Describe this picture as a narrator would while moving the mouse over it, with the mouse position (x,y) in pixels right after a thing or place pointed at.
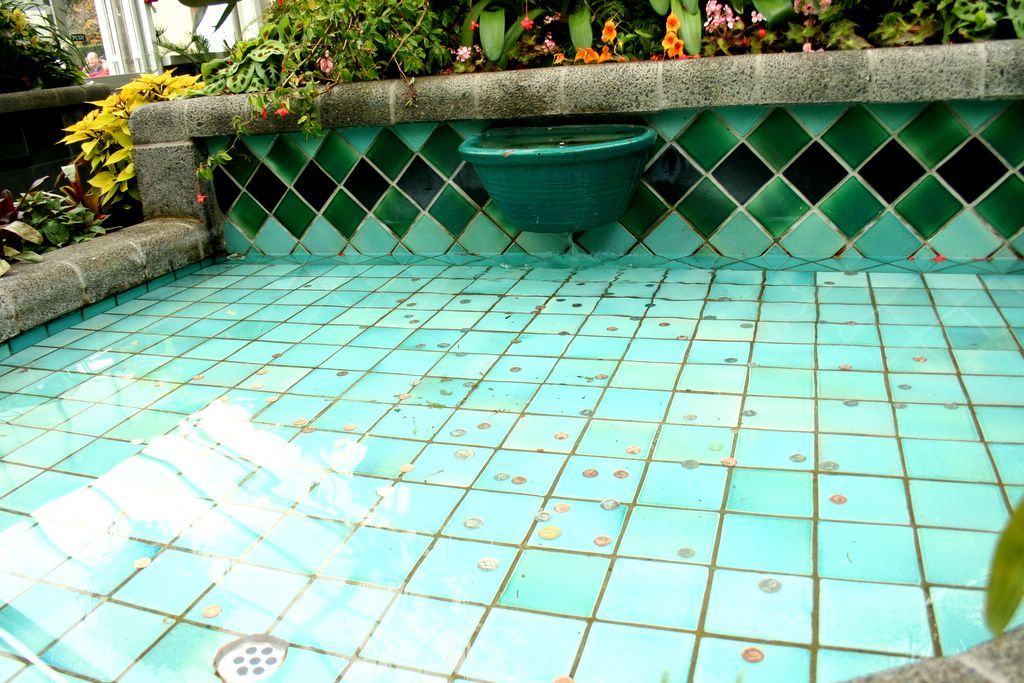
In this image, we can see some water (56,340). We can also see the wall (826,181) and some plants (368,73). We can see a person (103,68). We can also see an object (593,166) attached to the wall (614,76). We can see some white colored objects (185,37).
